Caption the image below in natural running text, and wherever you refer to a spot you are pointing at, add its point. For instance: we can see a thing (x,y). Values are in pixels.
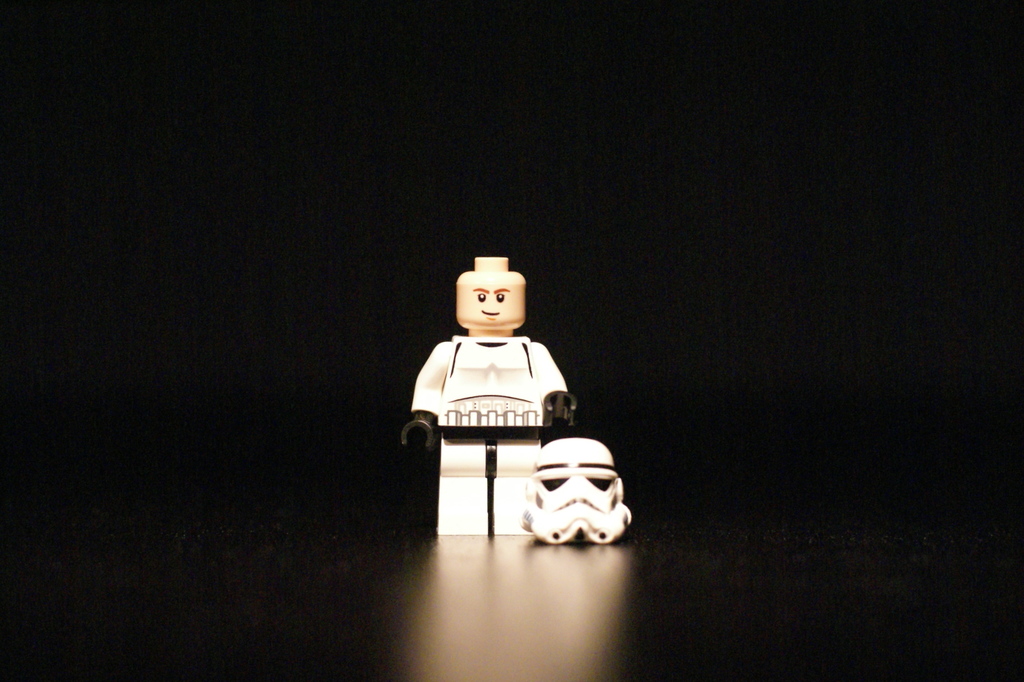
In this picture I can see the Lego toy (511,378) in front (492,364) and I see a white color helmet (575,464) near to it and I see the black color background (632,175).
